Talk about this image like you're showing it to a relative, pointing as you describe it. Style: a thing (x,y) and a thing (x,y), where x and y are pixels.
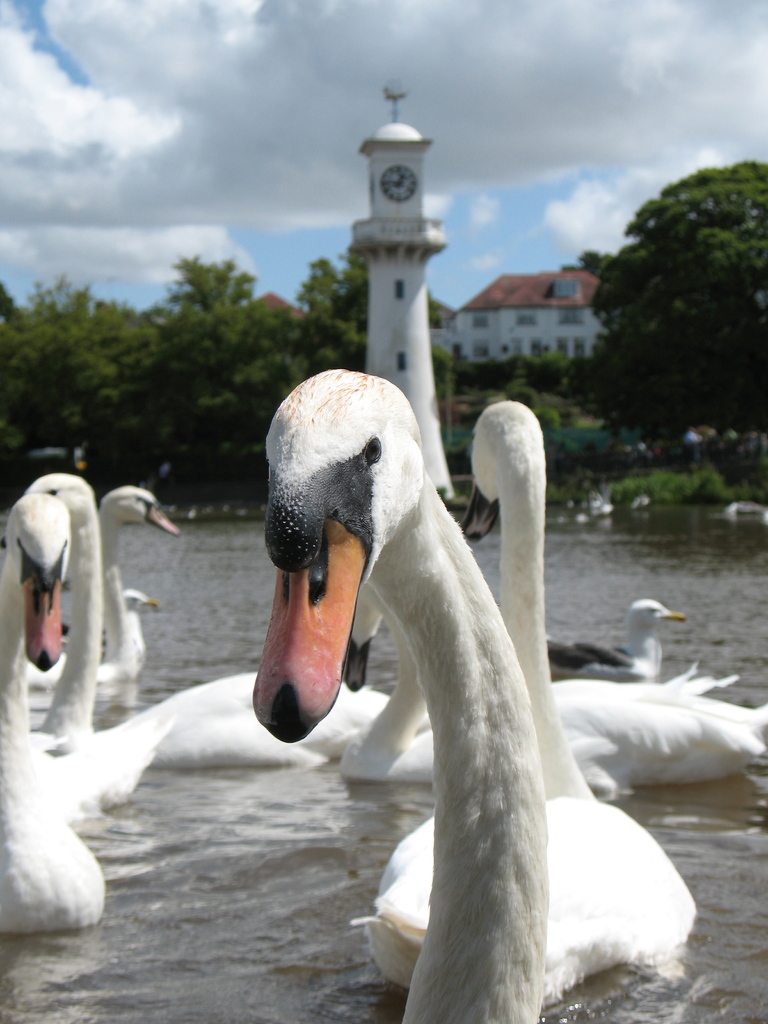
In this picture there are swans (8,641) on the water (130,695) in the image and there are trees (35,395), a tower (373,304), and a house (477,301) in the background area of the image (417,281).
